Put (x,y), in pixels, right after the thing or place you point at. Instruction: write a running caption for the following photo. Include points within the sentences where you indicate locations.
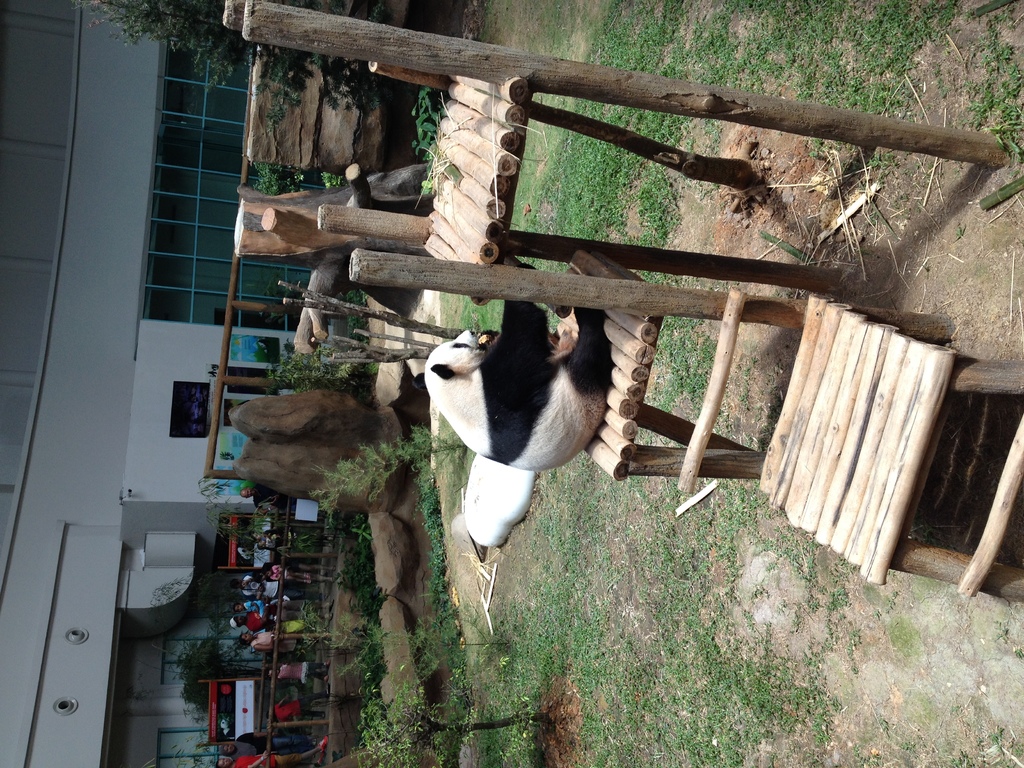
In the middle (367,353) I can see a panda (588,416) is sitting on a wooden stool (614,457), wooden sticks (561,246) and houseplants (435,586). In the background (279,763) I can see a crowd (266,757) on the road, fence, stones (354,435), metal rods (247,264), building (263,319), trees (348,89) and a board (227,408). This image is taken may be during a day.
